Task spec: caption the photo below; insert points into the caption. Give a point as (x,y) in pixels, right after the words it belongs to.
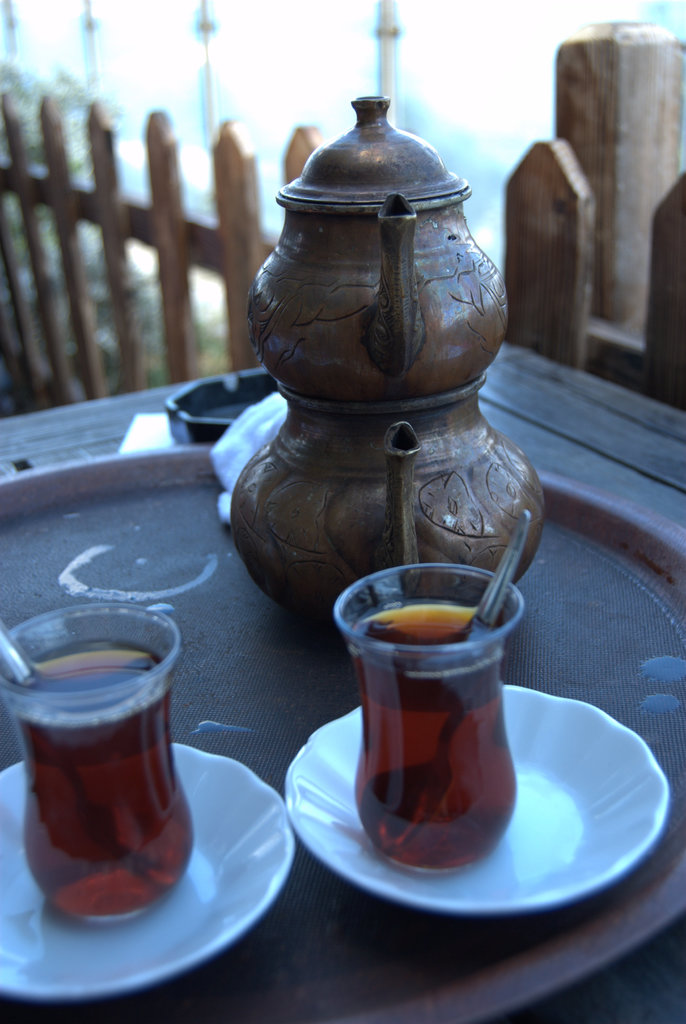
In this image we can see a table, on that there are teapots (311,423), two glasses (91,634) with drink (451,818) in them, glasses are on the saucers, which are on the plate (163,461).
